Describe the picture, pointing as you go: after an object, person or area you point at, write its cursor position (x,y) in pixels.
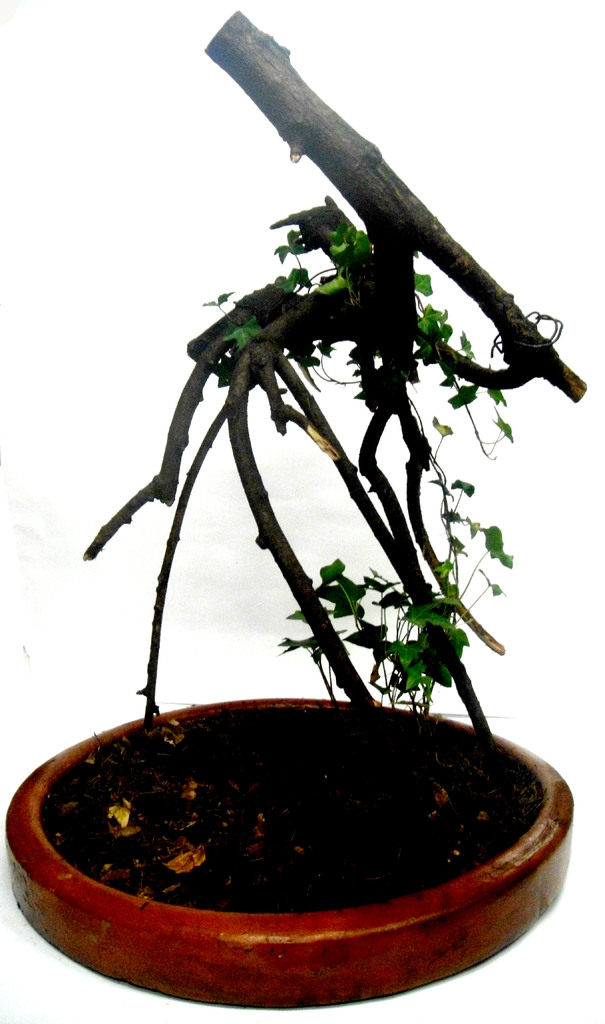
In this image I can see a plant (410,423) in green color and the plant (325,298) is in the brown color object (300,919) and I can see white color background (287,183).
